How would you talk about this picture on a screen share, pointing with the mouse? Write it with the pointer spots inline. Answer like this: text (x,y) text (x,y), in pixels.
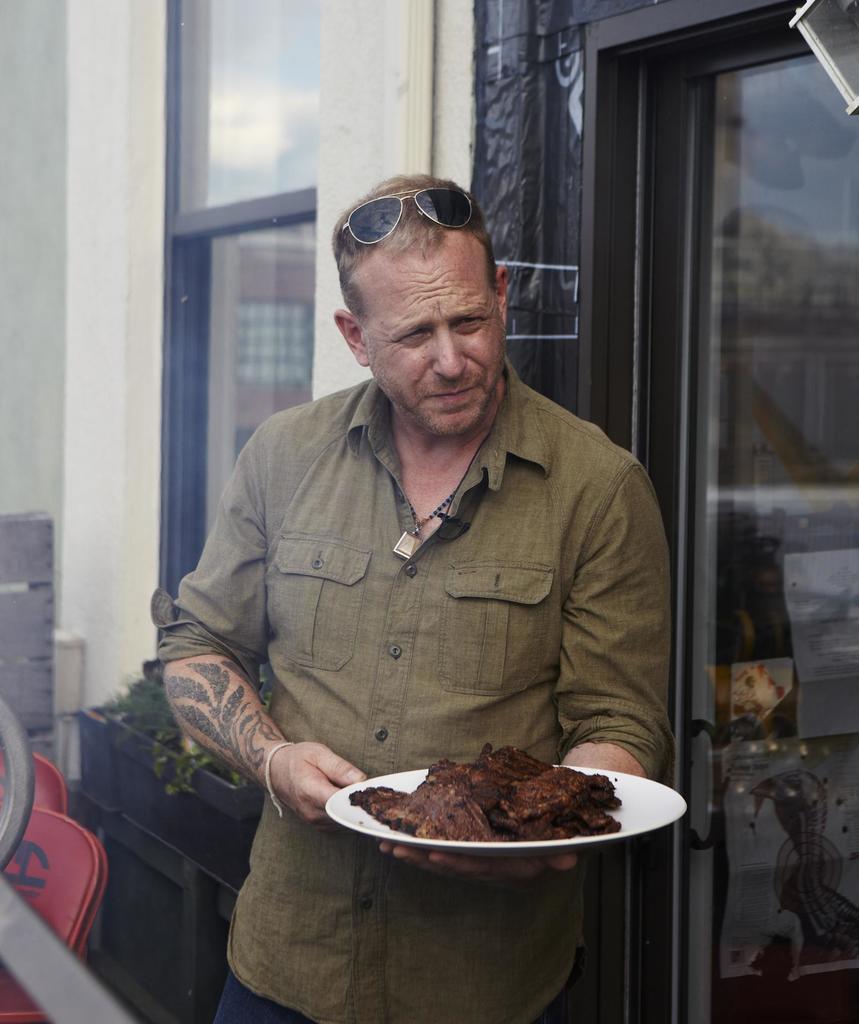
In this picture we can see a person (320,834) holding some food (423,805) on a plate (386,839). There are red objects (63,858) and some items (149,719) in the black objects (237,842). We can see a building (493,54) in the background (785,232).
